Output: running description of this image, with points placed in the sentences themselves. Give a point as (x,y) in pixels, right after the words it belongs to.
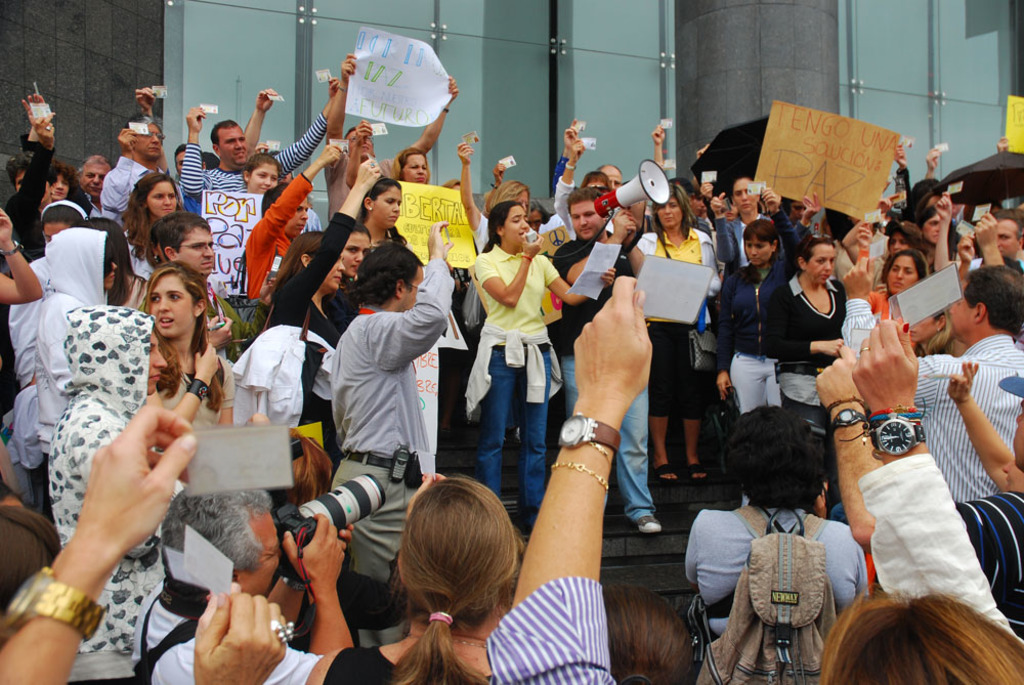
In this image I can see number of persons (439,515) are standing on the stairs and I can see few of them are holding boards (425,206) and a person (624,219) is holding a megaphone (618,202) in his hand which is white and red in color. In the background (766,95) I can see a pillar (761,68), few glass windows (392,2) and the building (557,79).
